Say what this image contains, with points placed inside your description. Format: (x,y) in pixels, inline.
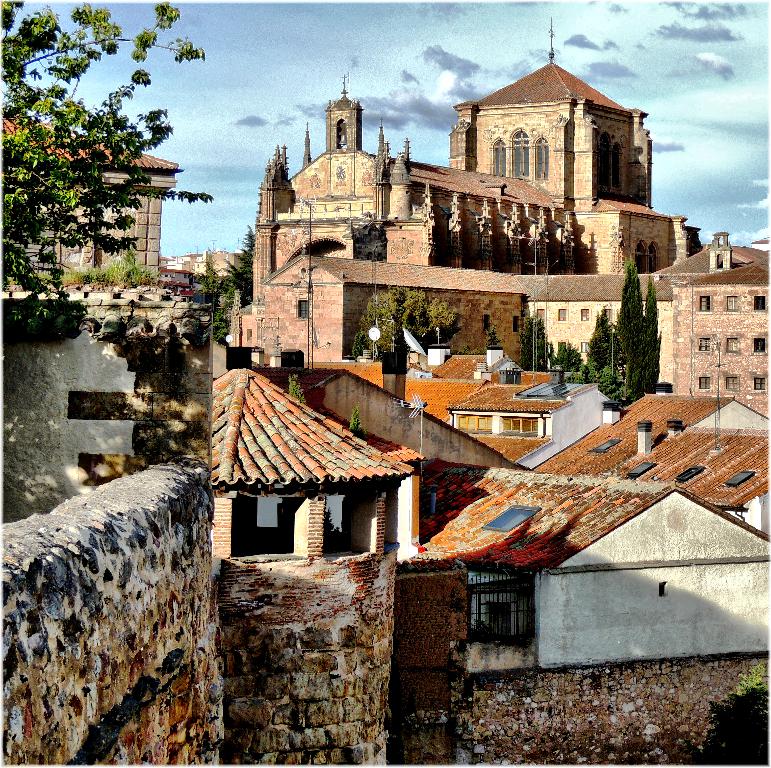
In this image I can see many buildings (301,248), they are in brown and cream color, at left (9,154) I can see plants (6,143) in green color, at back (266,38) sky (244,107) is in blue and gray color.
